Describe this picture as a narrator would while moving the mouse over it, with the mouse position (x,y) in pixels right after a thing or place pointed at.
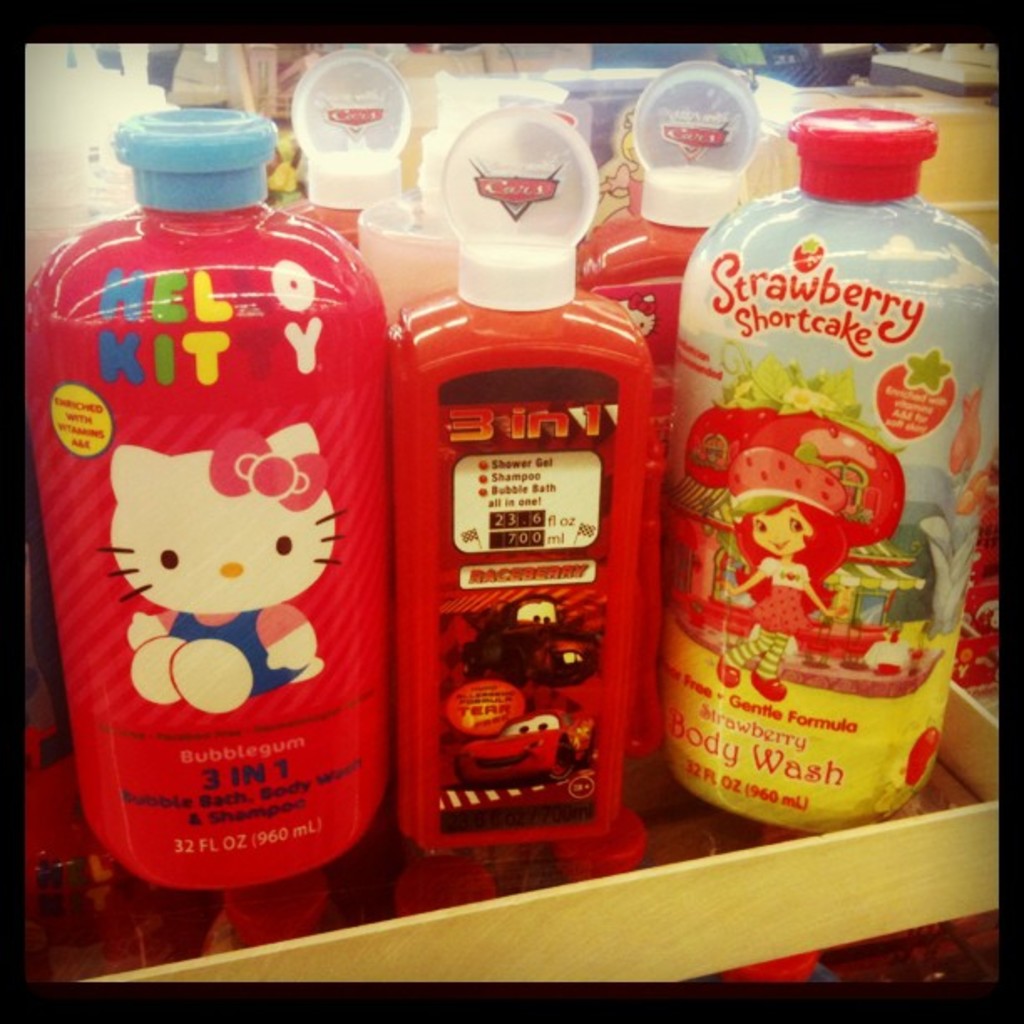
In this image we can see bottles (543,428) on a platform (470,874). In the background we can see objects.
